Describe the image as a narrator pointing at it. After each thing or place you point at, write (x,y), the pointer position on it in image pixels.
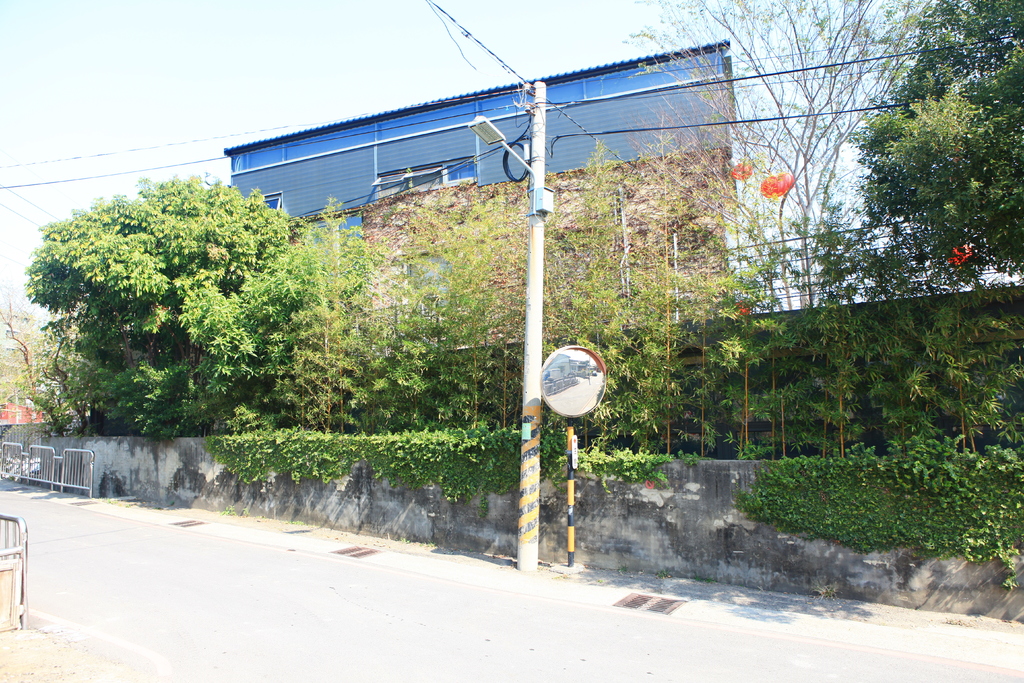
In the picture we can see a part of the road (155,669) and beside it, we can see a pole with street lights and beside it, we can see a pole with a mirror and behind it, we can see a wall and on the top of the wall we can see many plants (1011,580) and behind it, we can see a wall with dried creepers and behind it we can see a blue color shade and on the top of it we can see the part of the sky (414,53).
